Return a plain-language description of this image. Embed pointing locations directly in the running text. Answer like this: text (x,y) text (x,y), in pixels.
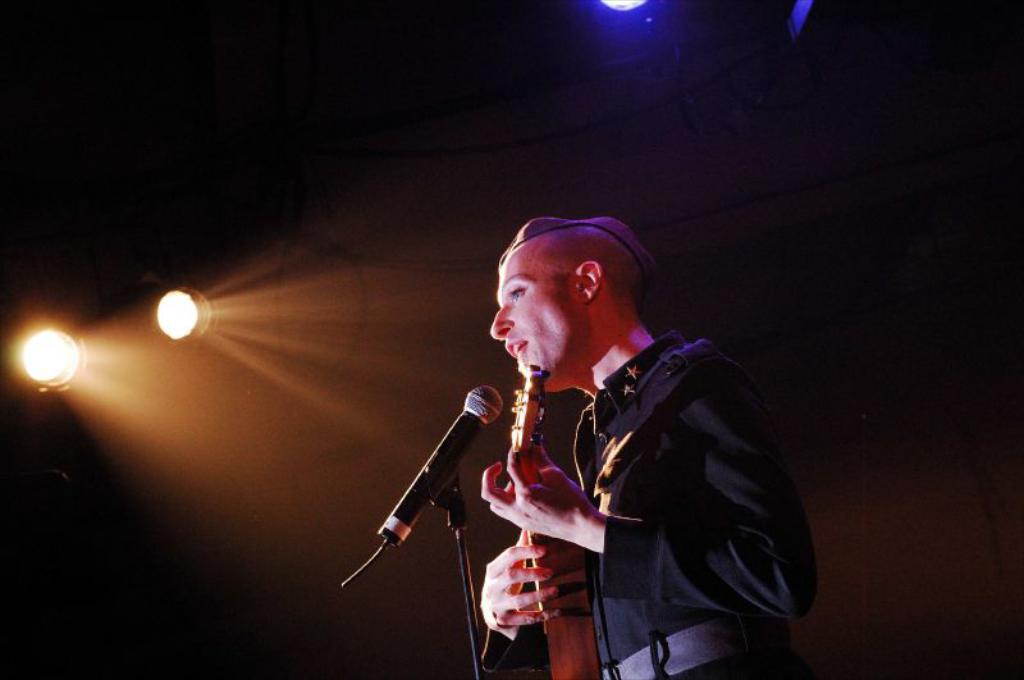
This picture shows a man (592,225) playing guitar (521,423) with the help of a microphone (499,401).
